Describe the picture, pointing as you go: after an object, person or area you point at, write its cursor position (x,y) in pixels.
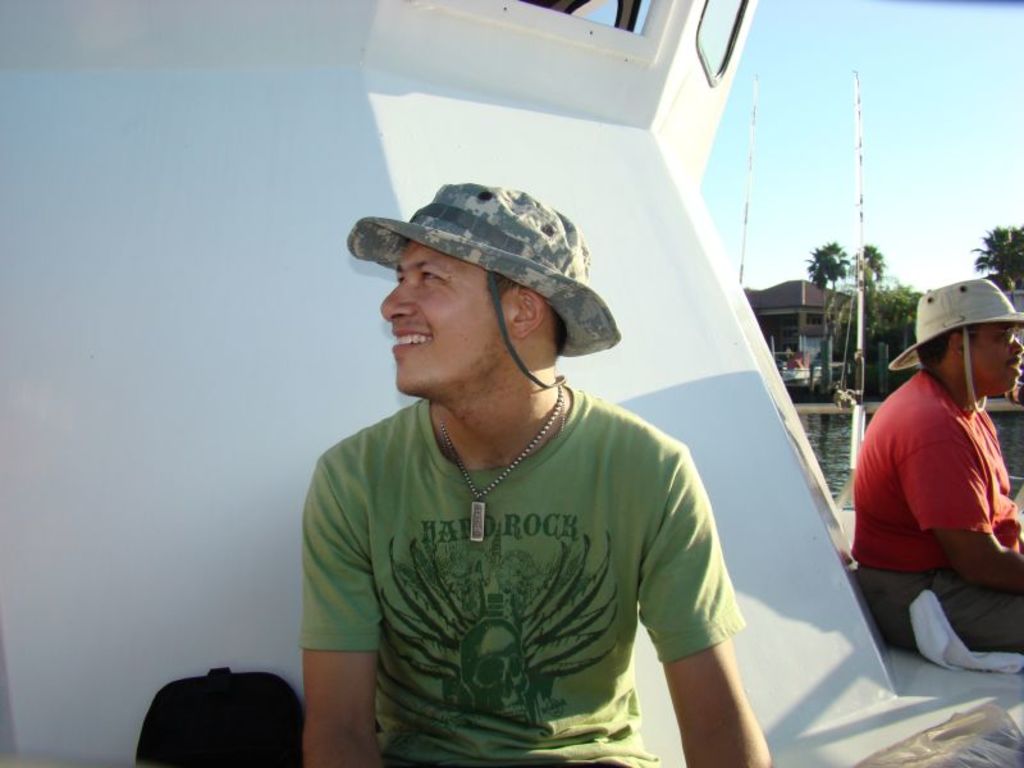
In this image there are two people (908,483) wearing hats (927,334) and sitting on a ship (729,483), in the background (813,433) there is water (841,470), trees (833,319), houses (825,330), pole (863,416) and the sky (939,108).
